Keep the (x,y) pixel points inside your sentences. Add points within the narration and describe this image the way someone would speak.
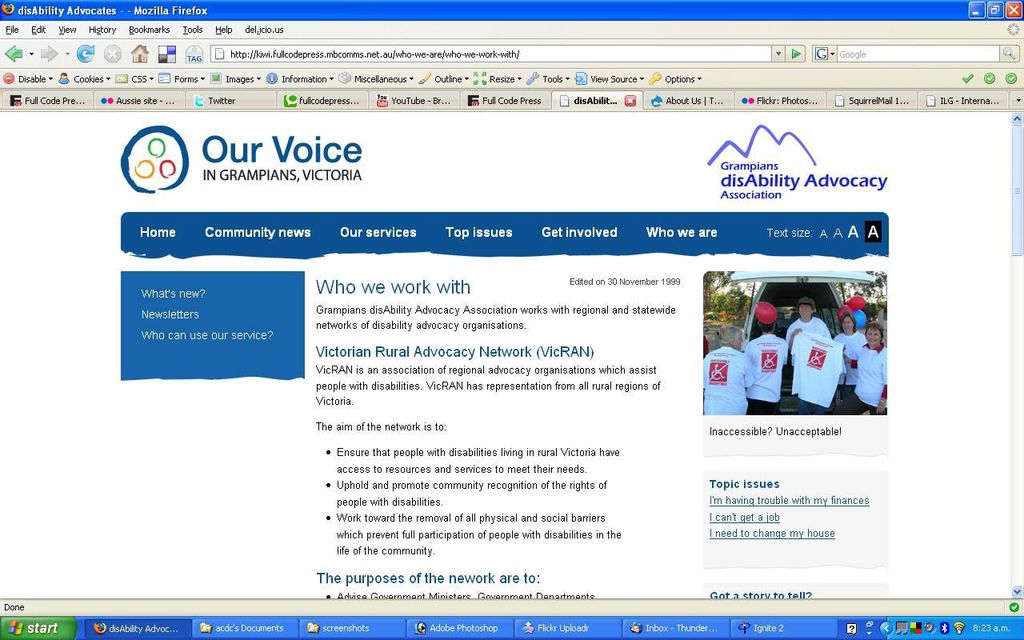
In this image, we can see a webpage (683,259) contains a picture (731,366) and some text (746,429). There is a search bar (301,47) at the top of the image (527,52).
